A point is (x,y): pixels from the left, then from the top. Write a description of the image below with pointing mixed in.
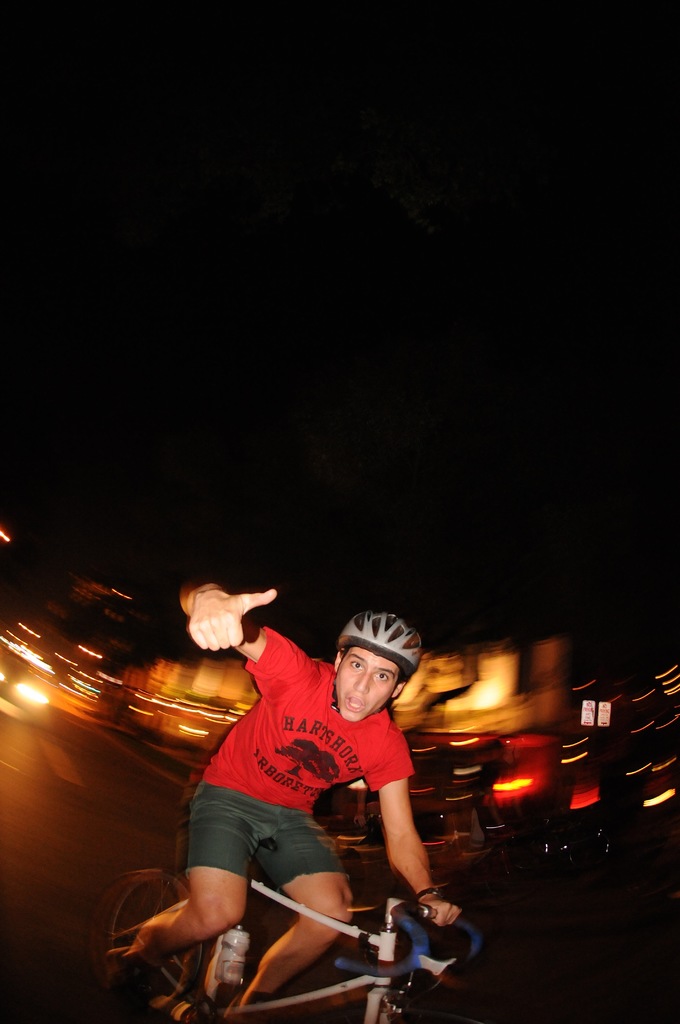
As we can see in the image there is a man (280,762) wearing helmet (374,643), red color t shirt (315,754) and riding bicycle (230,1008).
